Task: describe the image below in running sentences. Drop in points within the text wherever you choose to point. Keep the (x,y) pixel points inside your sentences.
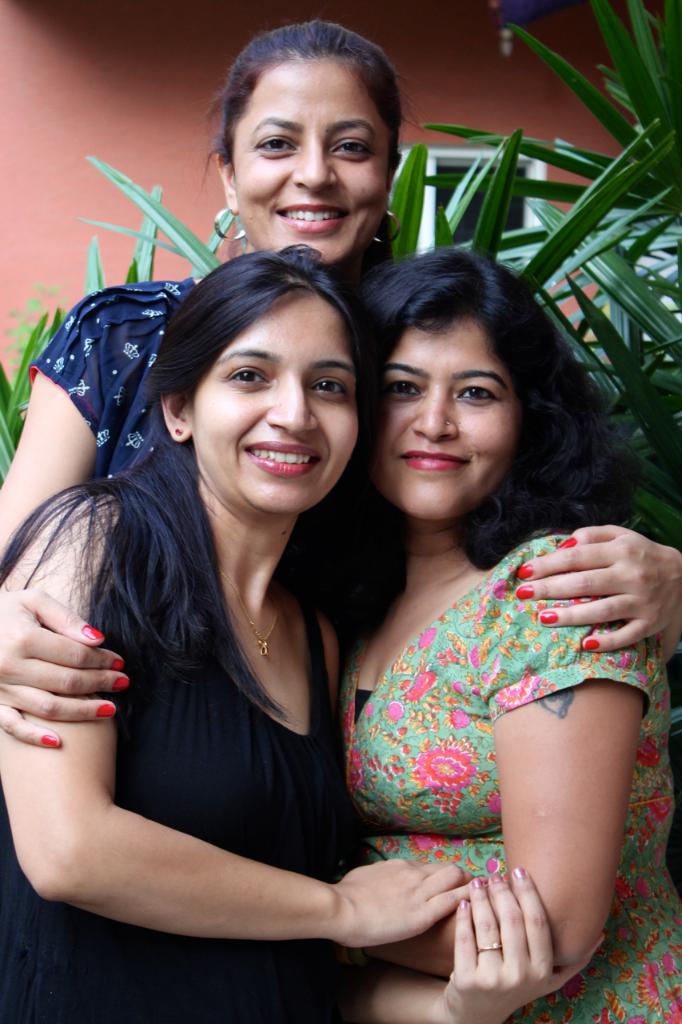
In the center of the image (376,513), we can see three ladies (269,712) smiling and in the background (556,145), there are plants (546,142) and we can see a window (445,167) on the wall (512,105).
